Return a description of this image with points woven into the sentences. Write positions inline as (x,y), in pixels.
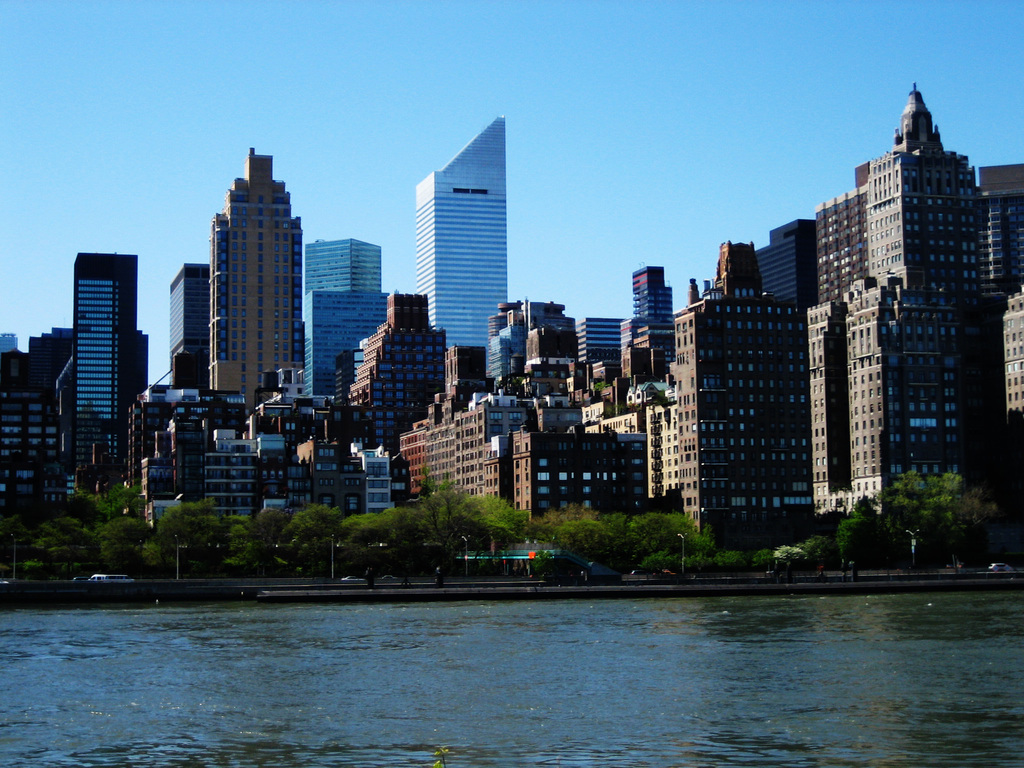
In this picture we can see water (386,721), few trees (865,531) and buildings (727,328), and also we can see vehicles (120,576) on the road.
